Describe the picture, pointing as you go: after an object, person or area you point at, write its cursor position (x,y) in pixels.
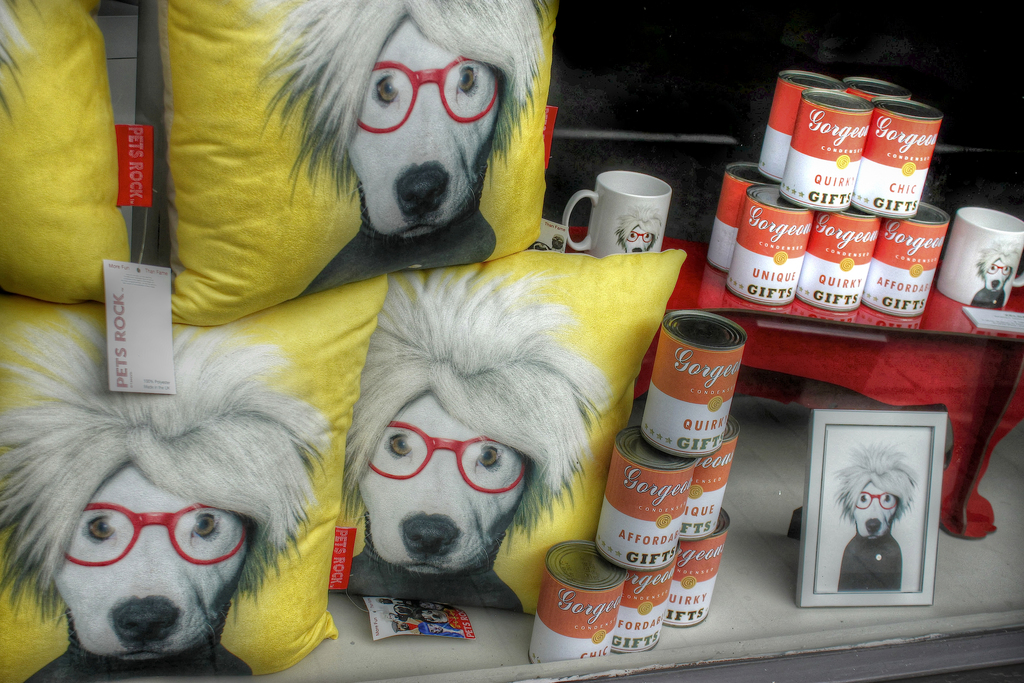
In this image there is a table (929,306), on that table (963,486) there are tins (785,278), mugs (952,271), near it pillows (669,297) and a frame (861,538).
